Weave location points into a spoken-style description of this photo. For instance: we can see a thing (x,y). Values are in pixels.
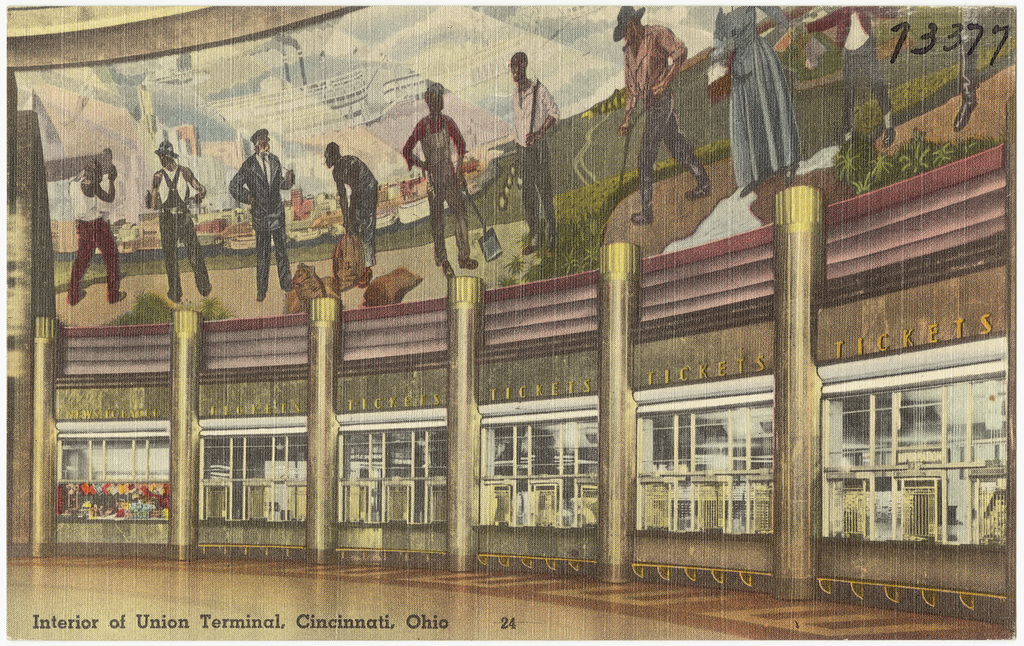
In this image there is a painting (568,148) with pictures (439,194) and text (376,402), at the bottom of the image (107,625) there is some text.
